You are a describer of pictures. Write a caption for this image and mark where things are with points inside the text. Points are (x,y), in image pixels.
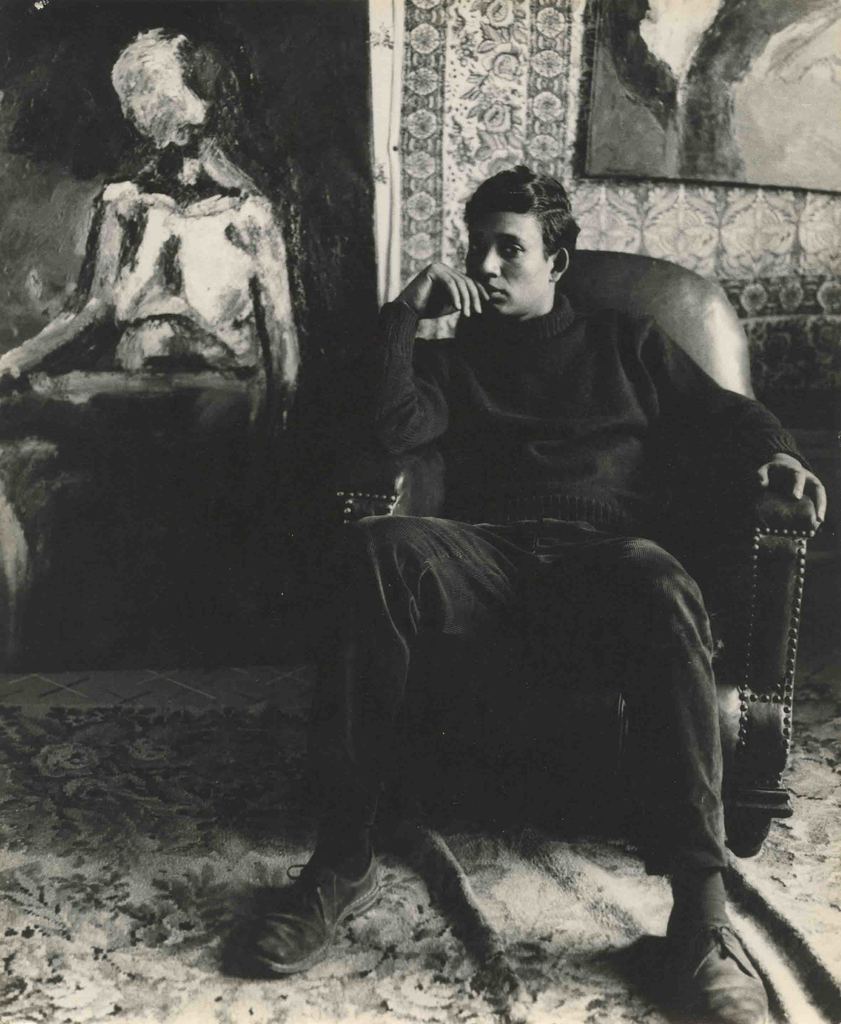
There is a person (523,517) in the picture, sitting in a chair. In the background (171,339) there is painting (174,215) to the wall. There is a carpet (200,839) on the floor (162,927).
